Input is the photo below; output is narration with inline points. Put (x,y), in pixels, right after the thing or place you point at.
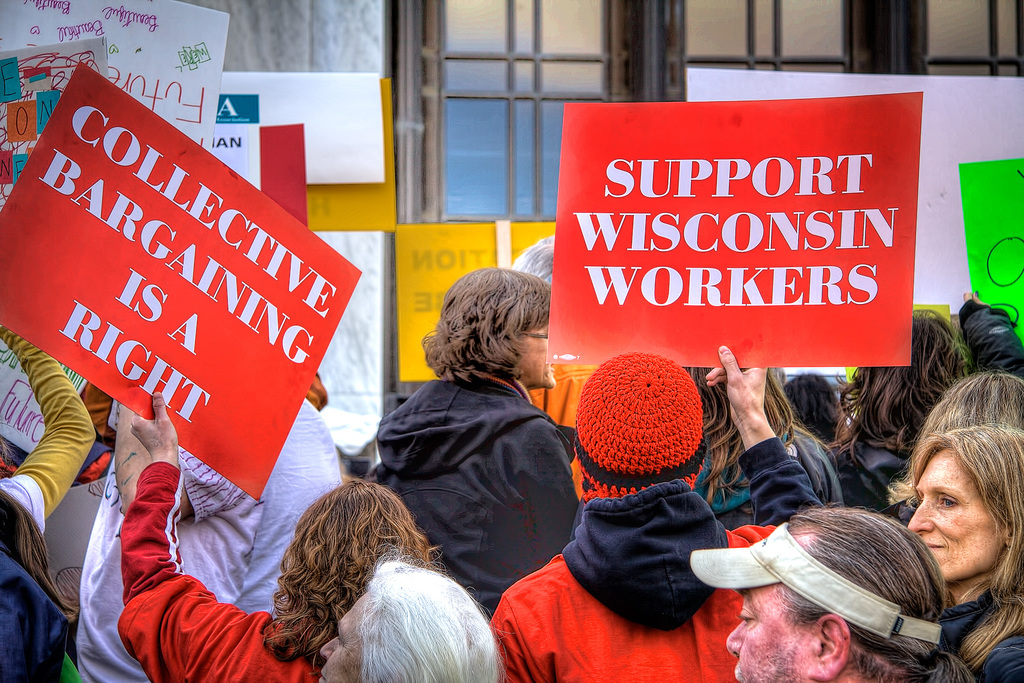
In this image, I can see a group of people (369,610) standing. Among them few people (281,503) are holding the boards (290,245) in their hands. I think this is a window (831,33) with the glass doors (538,61). I can see the letters (162,159) written on the boards (690,250).
